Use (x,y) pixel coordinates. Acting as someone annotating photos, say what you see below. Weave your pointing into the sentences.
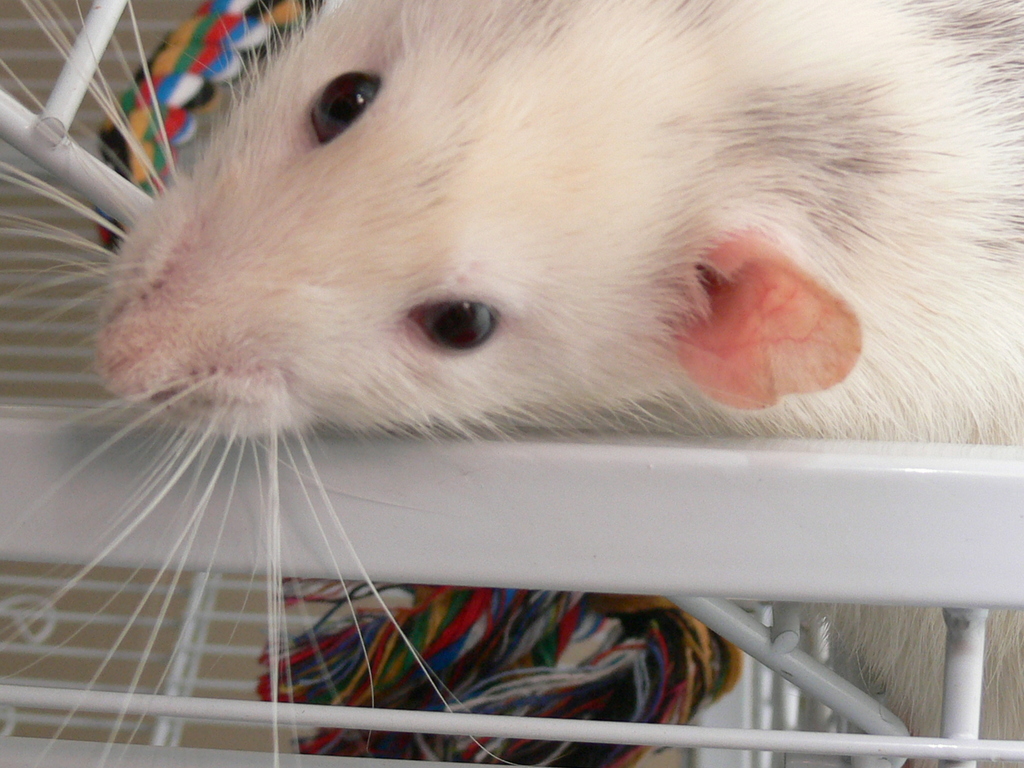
In this image, this looks like a rat (633,154), which is white in color. I think I can see the colorful threads (552,647). This looks like a metal object (769,582).
